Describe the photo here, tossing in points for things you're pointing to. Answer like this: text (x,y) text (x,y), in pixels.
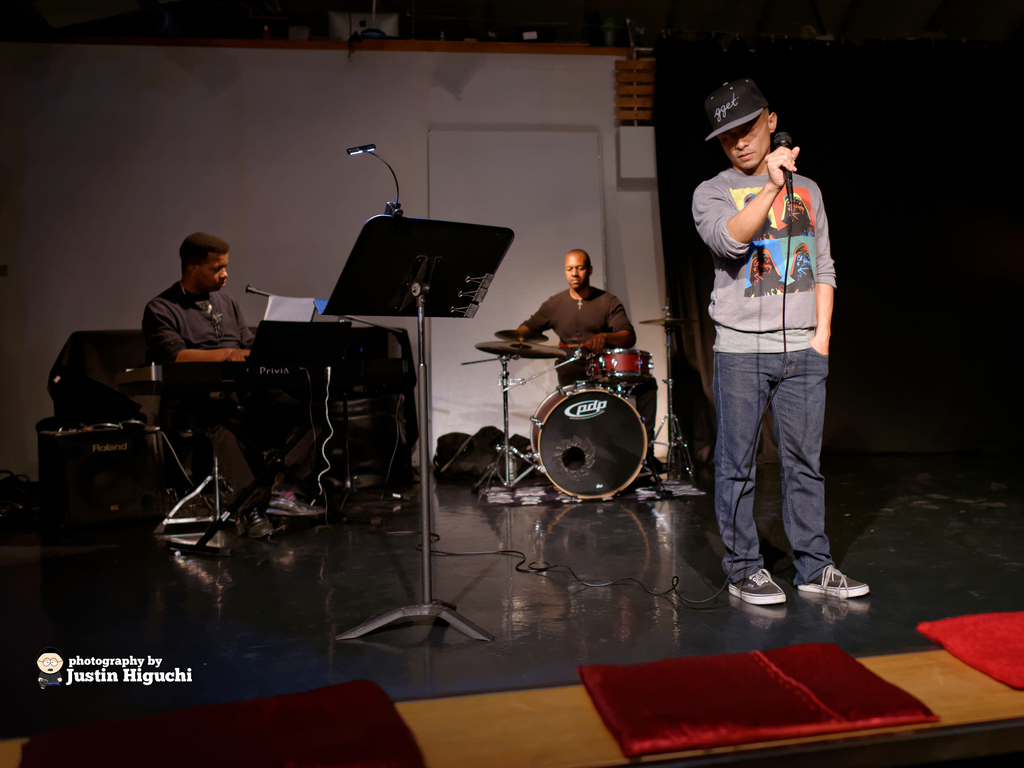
In this image I can see three man (766,194) where two of them are sitting and one is standing and holding a mic (790,178). I can also see a drum set (555,352) and a stand (386,262).
